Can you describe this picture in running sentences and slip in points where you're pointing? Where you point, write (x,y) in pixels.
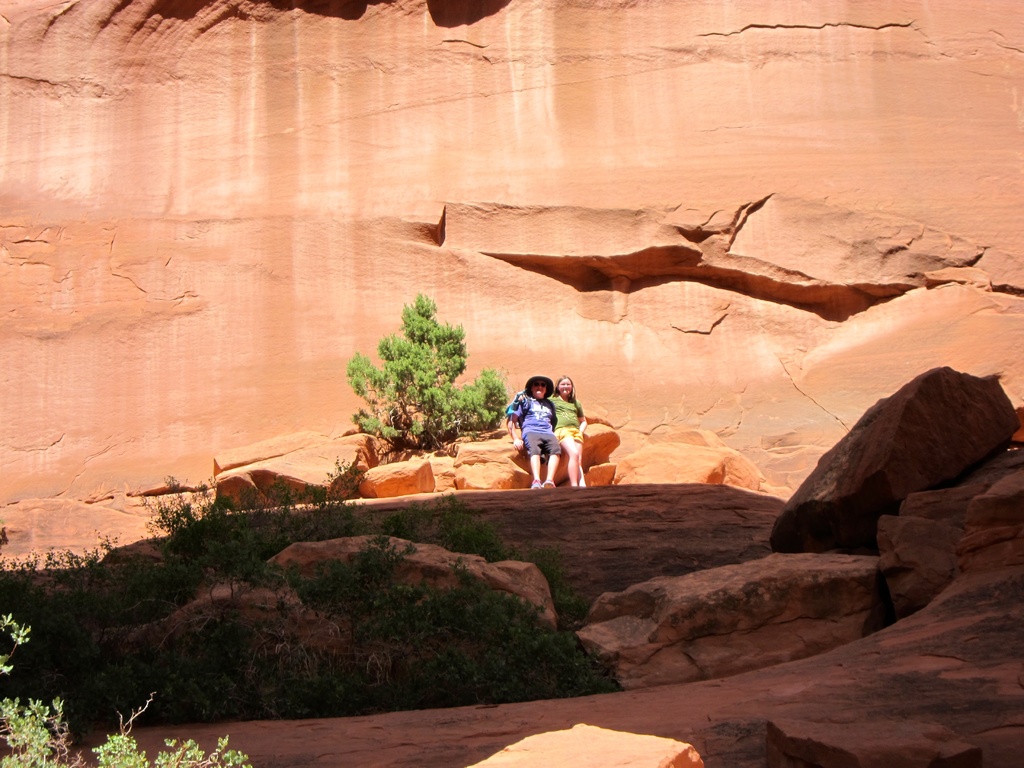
In the center of the image (573,464) we can see two persons (582,473). Among them, we can see a person (544,408) is wearing a hat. And we can see rocks (591,455) and plants (387,667).
